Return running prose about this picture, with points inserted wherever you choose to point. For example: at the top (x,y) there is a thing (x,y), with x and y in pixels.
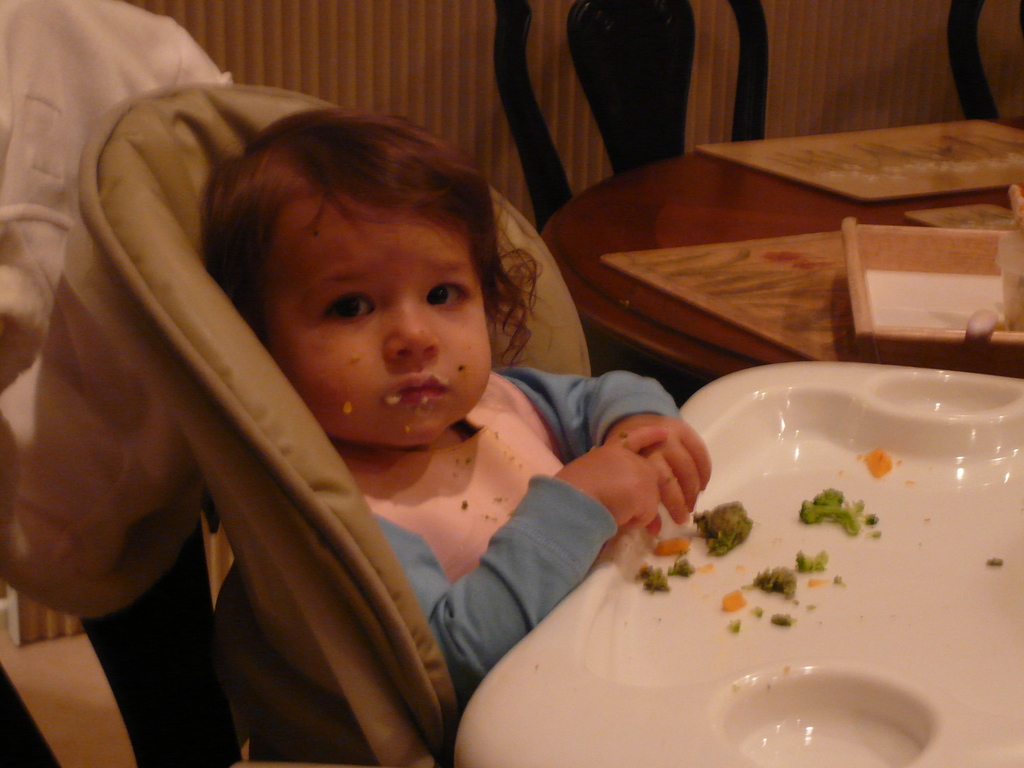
In this image I can see a baby (399,446) wearing pink and blue colored dress (418,513) is sitting in front of a white colored board (678,666) and on the board (749,653) I can see few pieces of broccoli (821,520). In the background (765,303) I can see a table (773,216), few black colored chairs (627,32) and few other objects (924,180).
